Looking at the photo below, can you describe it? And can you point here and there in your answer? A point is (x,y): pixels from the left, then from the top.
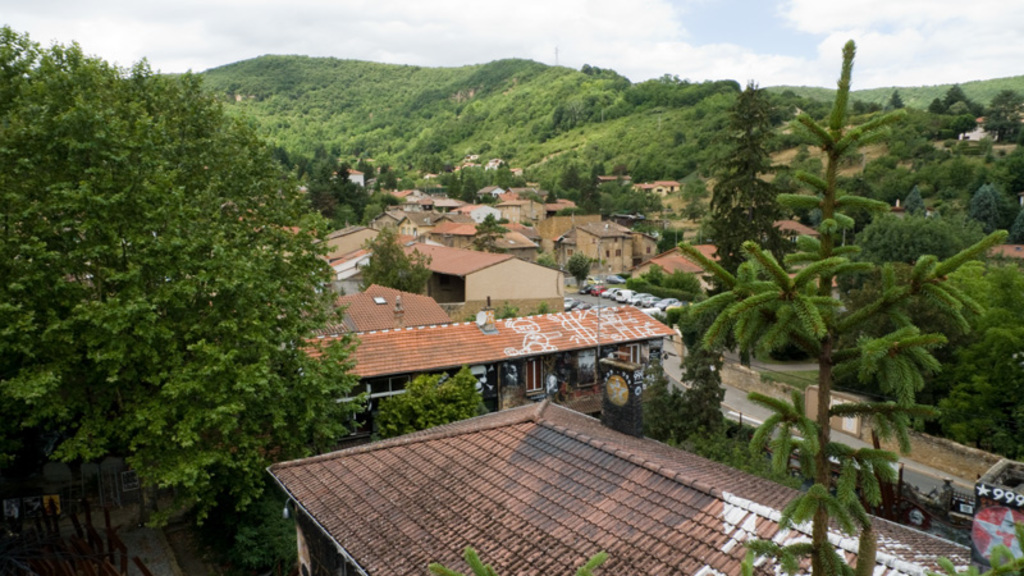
In front of the image there are houses (521,421), on the right side of the houses (536,415) there are a few vehicles (612,290) on the road (594,298), on the other side of the road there are a few other houses (640,243). On the bottom left side of the image (110,515) there are some wooden sticks (74,542). Around the houses (441,274) there are trees (89,202), plants (828,266), bushes (658,114) and mountains (482,87), at the top of the image (153,29) there are clouds (882,76) in the sky (176,22).
